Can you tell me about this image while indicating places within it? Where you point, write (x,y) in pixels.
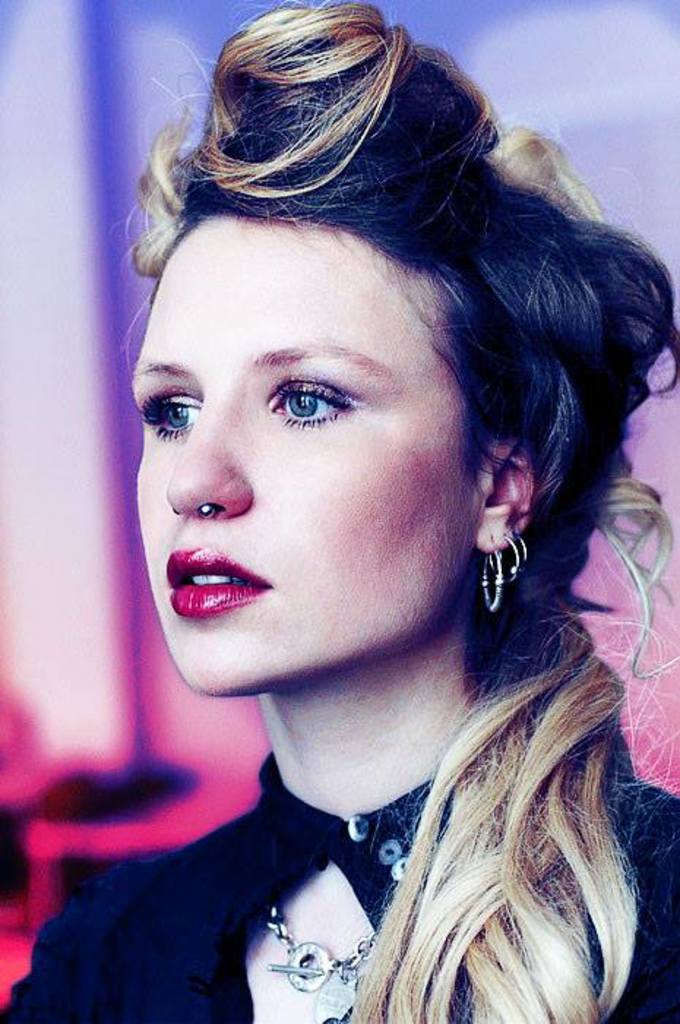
This picture shows a woman (24,1008). We see earrings (490,598) to the ear (490,544) and she wore a black color clothes (393,805).
